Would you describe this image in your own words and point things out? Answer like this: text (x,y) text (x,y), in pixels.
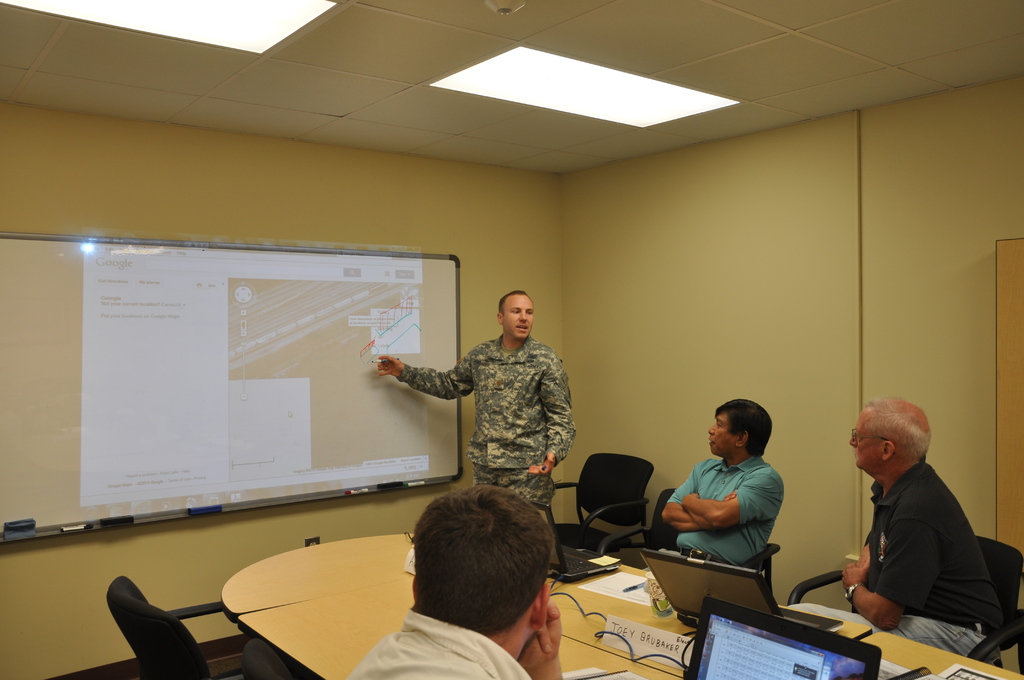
At the top (626,64) we can see ceiling (796,87) and lights (629,93). We can see a board (394,429) and reflection (394,394) of screen (225,360) on a board (235,384). We can see one man (537,395) standing and explaining. We can see three men (937,509) sitting on chairs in front of a table (660,678) and on the table (636,614) we can see board (689,643), laptops (714,624), pen (634,589) and paper (621,576). This is a door (1007,468).
